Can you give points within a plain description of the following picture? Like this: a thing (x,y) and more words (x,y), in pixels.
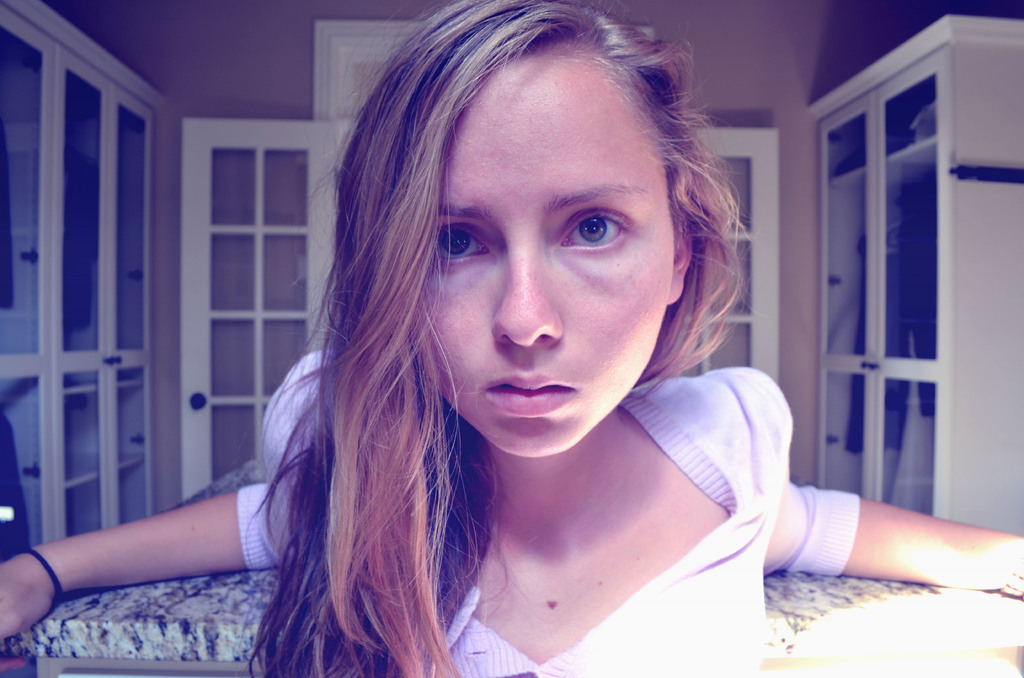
This is an inside view of a room (199,76). Here I can see a woman (554,489) looking at the picture. at the back of her I can see a table (856,596). In the background (910,189) there are few cupboards (69,446) and wall (212,67).
